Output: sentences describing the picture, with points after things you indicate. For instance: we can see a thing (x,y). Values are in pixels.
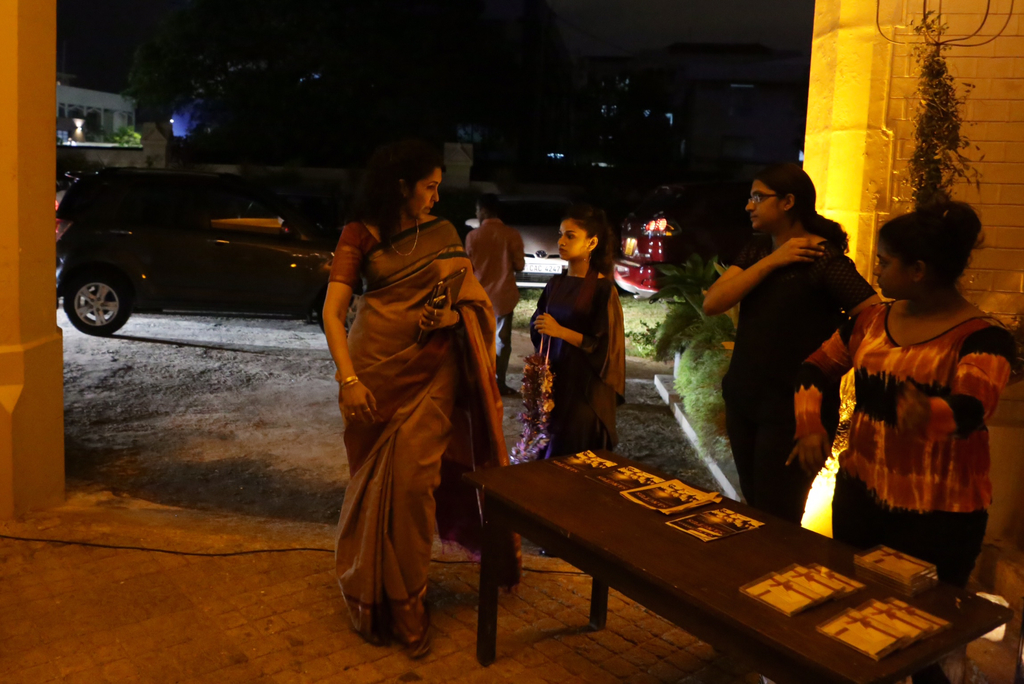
There is woman (382,403) who is wearing a sari (388,422) and holding a purse (444,298). On the bottom right corner (834,558) there is a table (721,625). On the table (904,661) we can see a books (889,604) and a pamphlets (621,480). There is woman (964,357) on the right (959,342) who is looking to this person (396,279). Besides her there is another person (780,254) who wearing a spectacle (759,199). On the background (238,191) we can see a car (228,237) and a building (77,111). Here we can see a building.
